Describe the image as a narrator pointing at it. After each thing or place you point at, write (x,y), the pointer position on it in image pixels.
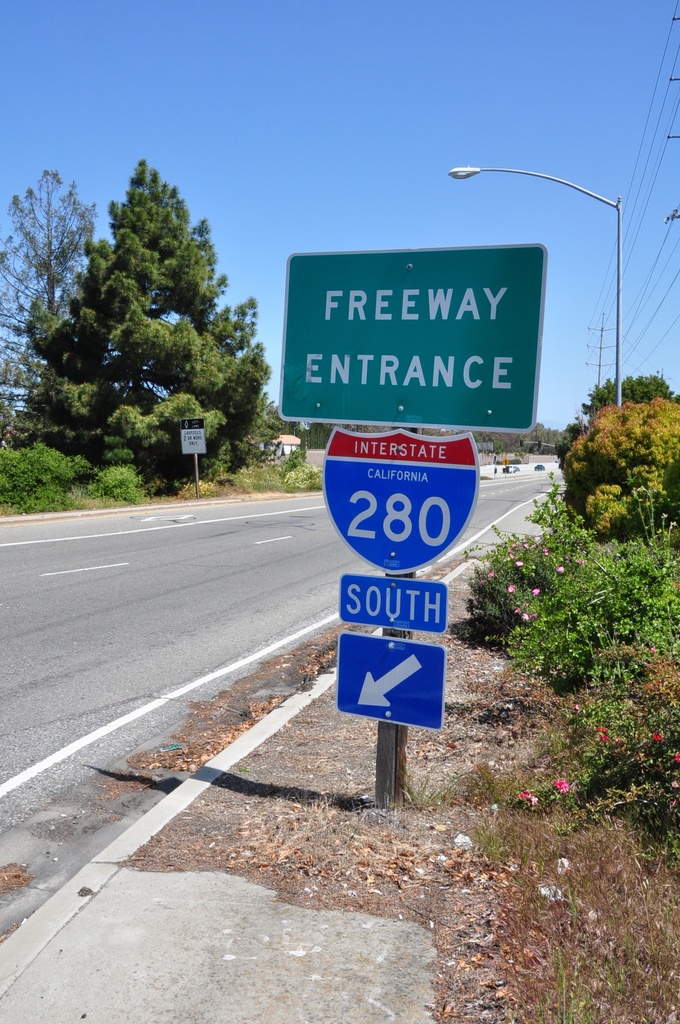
In the background (346,108) we can see the sky (296,103), house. On either side of the road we can see the trees (39,358), plants (578,677), poles (389,796). In this picture we can see the transmission wires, light pole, flowers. We can see the boards (386,715) with some information.
